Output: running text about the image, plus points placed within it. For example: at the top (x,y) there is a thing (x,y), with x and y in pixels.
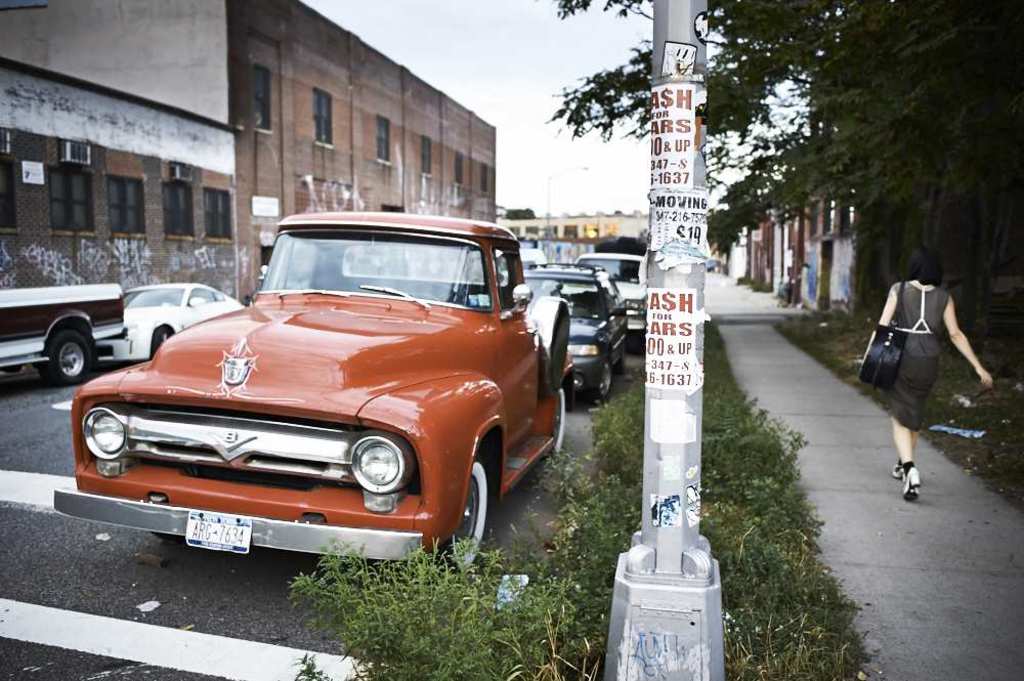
In front of the image there are cars (203,449) on the road (155,536). There is a pole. On the right side of the image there is a person (986,381) walking. In the background of the image (983,8) there are trees (761,219), plants (728,423), buildings (625,227). At the top of the image (537,43) there is sky (540,20).
